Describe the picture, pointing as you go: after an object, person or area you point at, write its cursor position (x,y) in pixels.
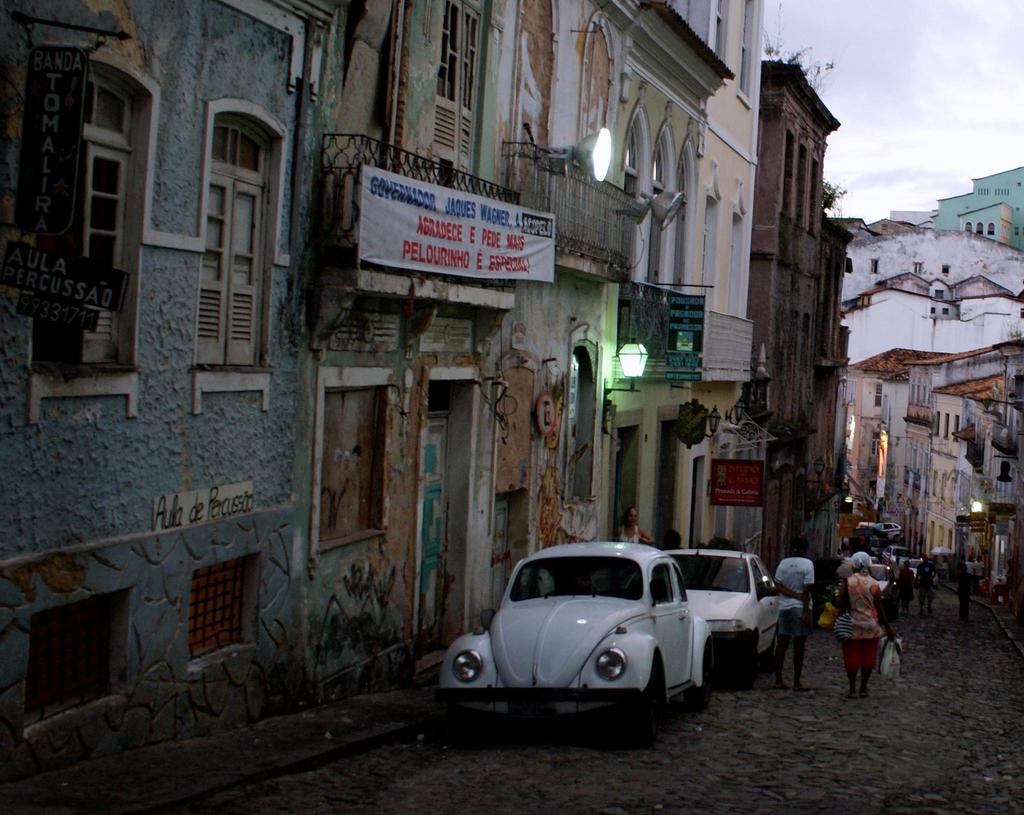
In this image there are cars (715,598) on a road (805,735) and people (861,631) walking, on either side of the road (823,751) there are houses (854,375), in the background (925,123) there is the sky (846,146).
